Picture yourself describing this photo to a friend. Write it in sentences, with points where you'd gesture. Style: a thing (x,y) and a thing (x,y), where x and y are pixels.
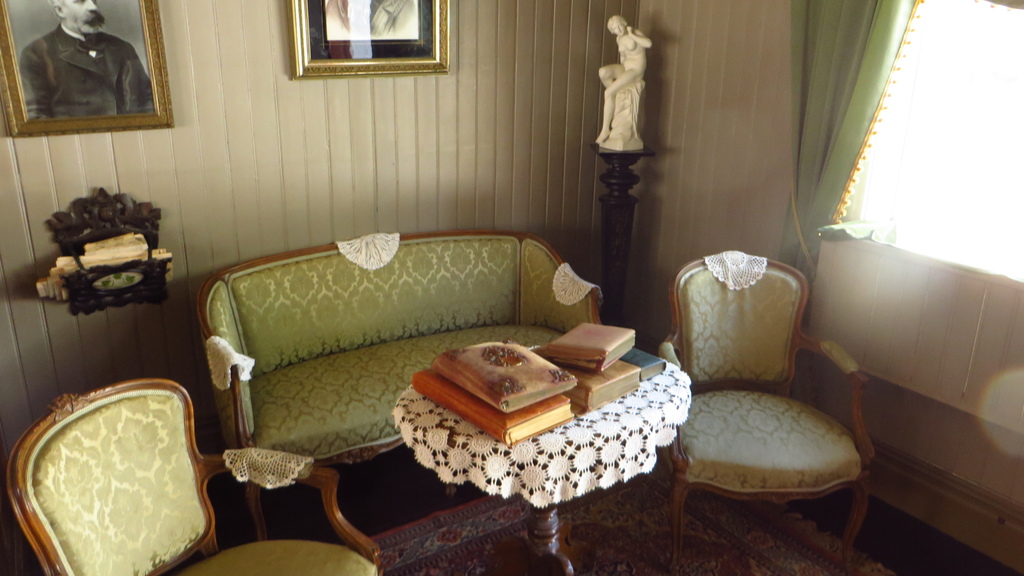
This is a picture of a living room (494,313) where we have couch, books (464,385) in the table (634,449), chair (692,331), sculpture (607,136), frame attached to the wall (479,191), curtain (826,177) and a window (873,193).
